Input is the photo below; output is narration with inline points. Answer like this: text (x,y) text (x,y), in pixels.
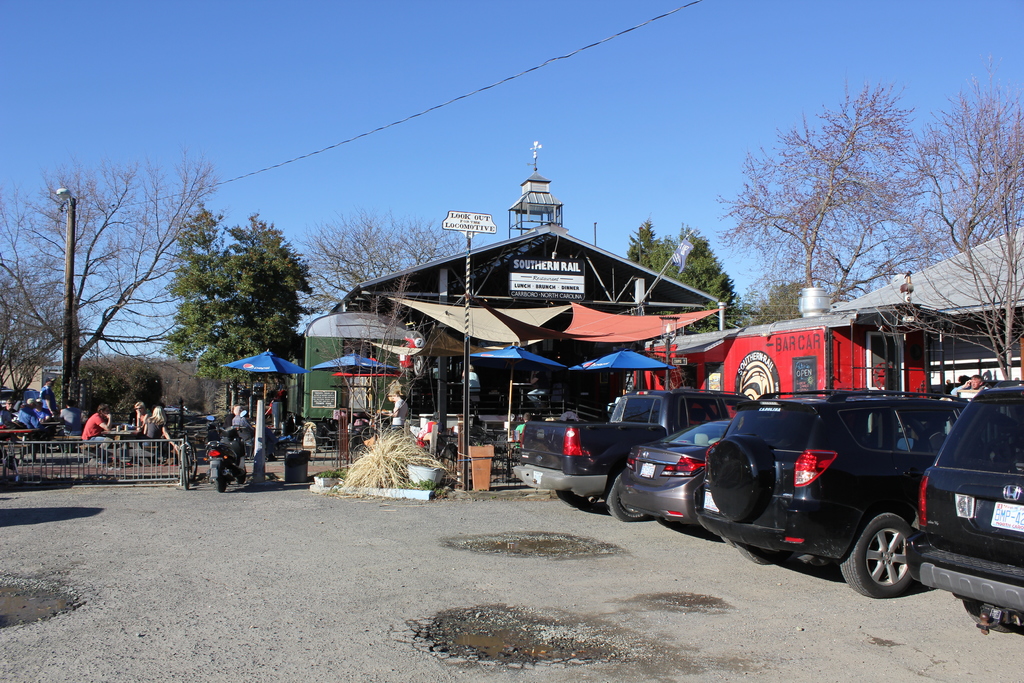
This image is clicked on the road (275,605). To the right (714,485) there are vehicles (711,472) parked on the road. Behind the vehicles (931,445) there are houses (598,279). There are table umbrellas (481,355) and chairs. There are people (161,426) sitting on the chairs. Beside the road (288,522) there is a railing (89,459). There are street light poles (71,211) and sign board poles (465,441). Behind the houses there are trees (359,271). At the top (441,69) there is the sky (406,85).
